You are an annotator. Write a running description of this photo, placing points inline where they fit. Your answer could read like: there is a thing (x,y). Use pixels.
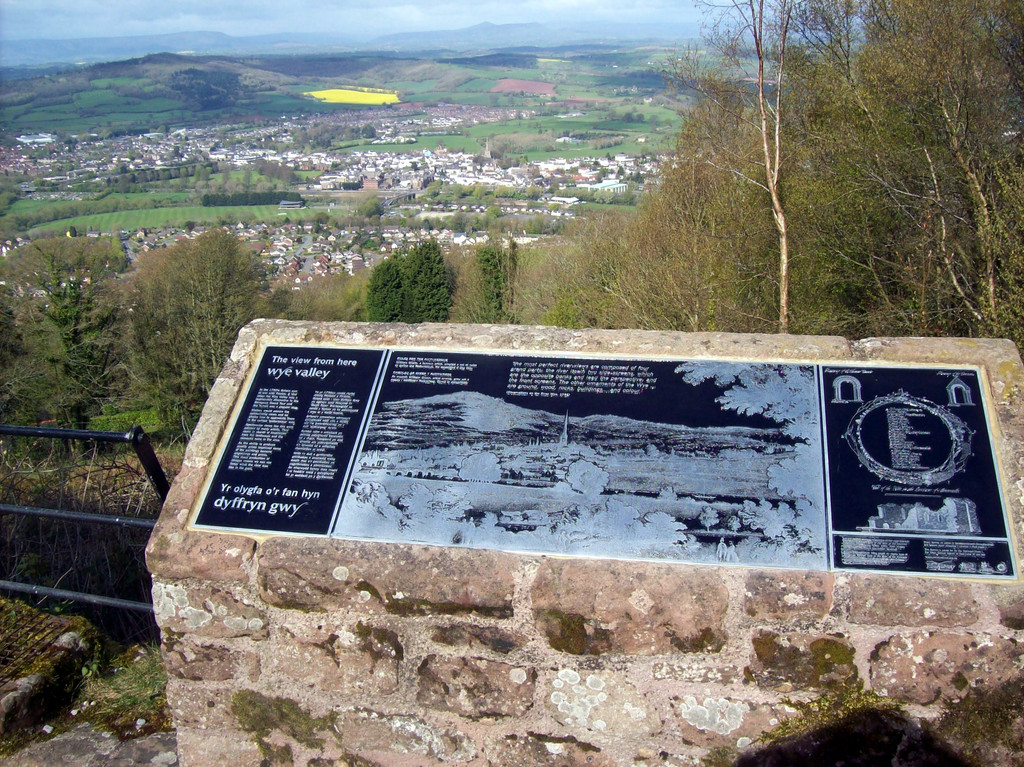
In the image I can see few trees (322,138), houses (341,152), mountains (34,45), fencing (127,524) and the board (677,544) is attached to the wall (507,709). Something is written on the board (979,471).
